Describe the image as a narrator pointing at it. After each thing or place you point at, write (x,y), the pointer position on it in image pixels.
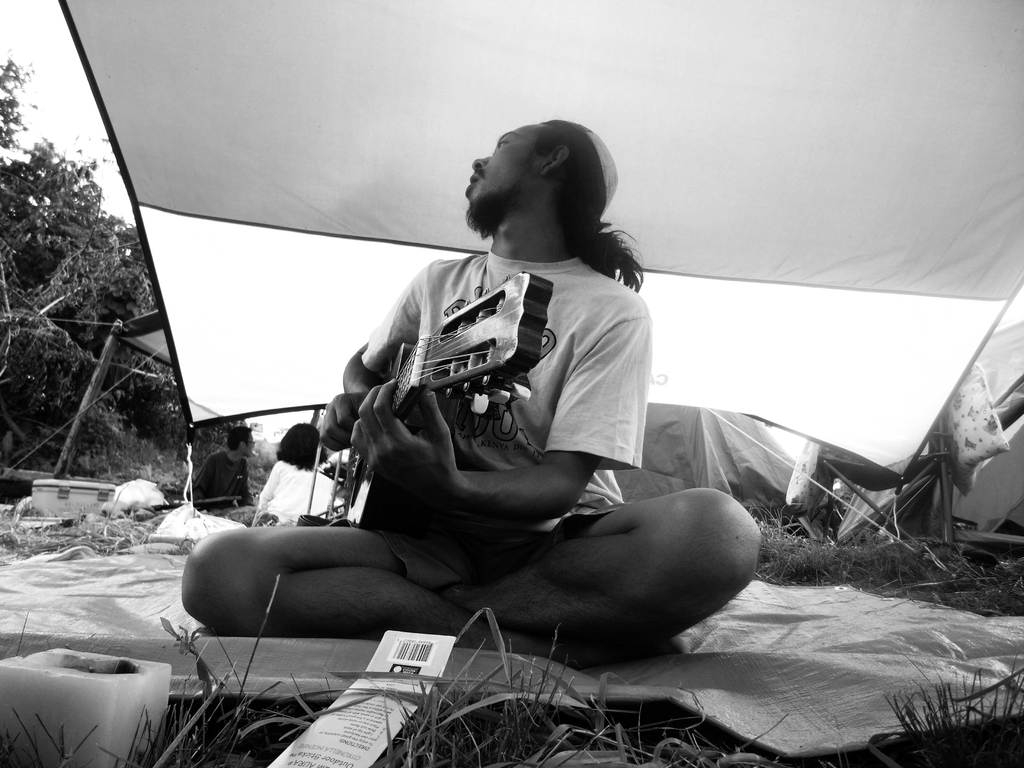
This picture shows a man (268,563) sitting on the grass (527,731) on a cloth (776,641) and playing a guitar (504,314) in his hands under a fabric roof (327,197). In the background (97,302), there are some trees (91,265) and a sky (91,155) here.
